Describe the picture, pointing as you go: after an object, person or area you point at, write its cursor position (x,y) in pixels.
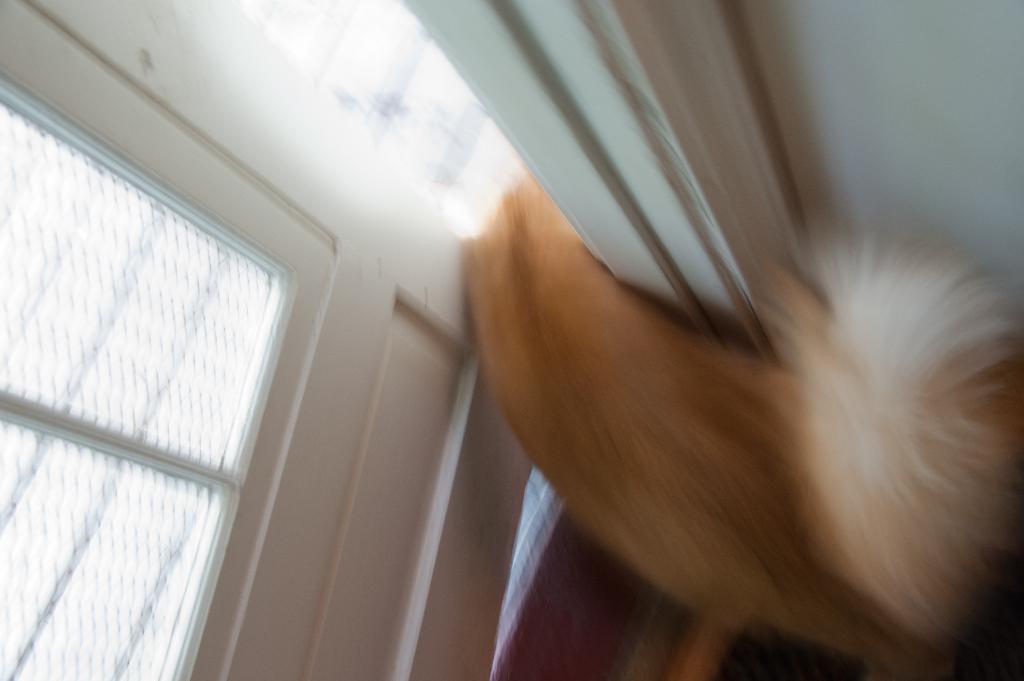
This image is taken indoors. On the left side of the image (243,441) there is a door (267,418). On the right side of the image (912,209) there is a wall (838,101) and there is a dog (651,402) on the floor (991,616).
